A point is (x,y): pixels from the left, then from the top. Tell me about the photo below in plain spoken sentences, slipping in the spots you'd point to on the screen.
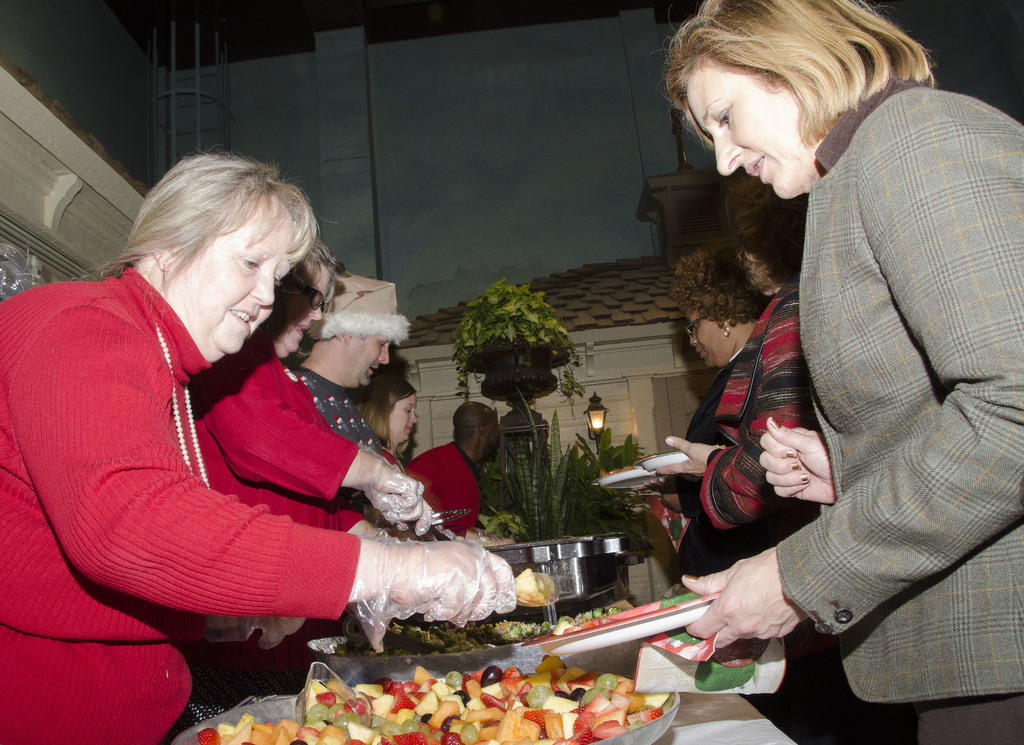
It is a buffet (383,722), the chefs (321,551) are serving the food (528,600) for the people (738,549) and different types of food items (665,696) are kept on the table (630,661) and behind the table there are some plants (518,327), in the background (626,422) there is a wall (608,257) and a light (596,400) is attached to the wall (573,426).
